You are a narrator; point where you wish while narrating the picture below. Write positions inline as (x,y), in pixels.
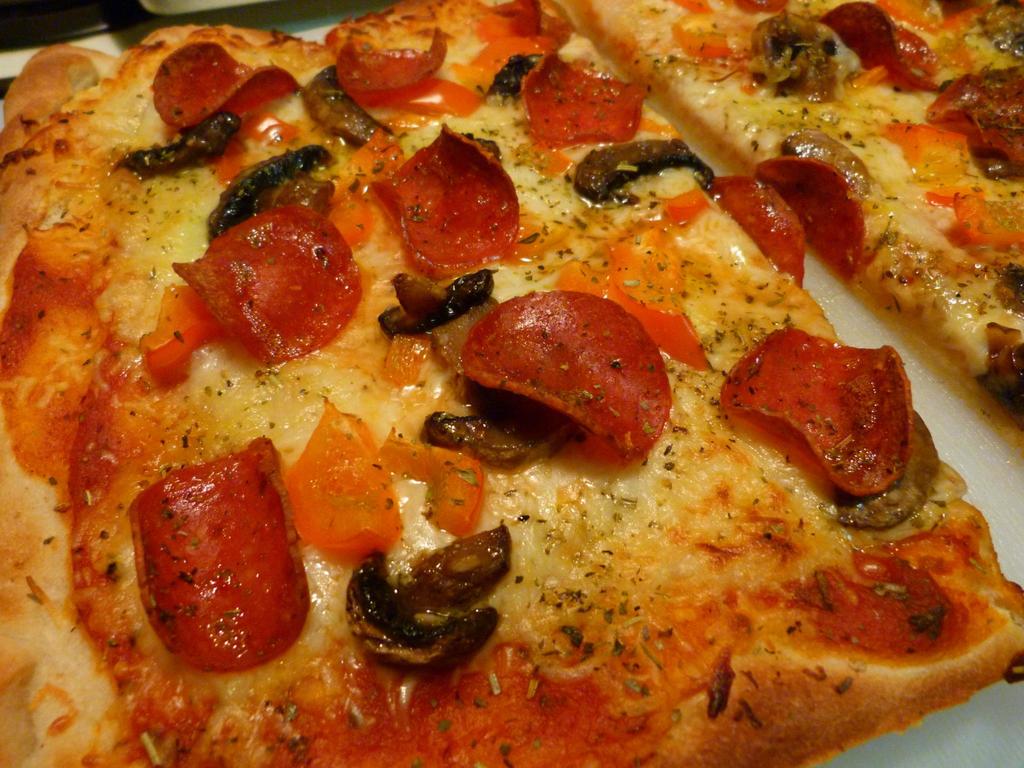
In the picture I can see the pizza (595,375) on the plate (944,401).
